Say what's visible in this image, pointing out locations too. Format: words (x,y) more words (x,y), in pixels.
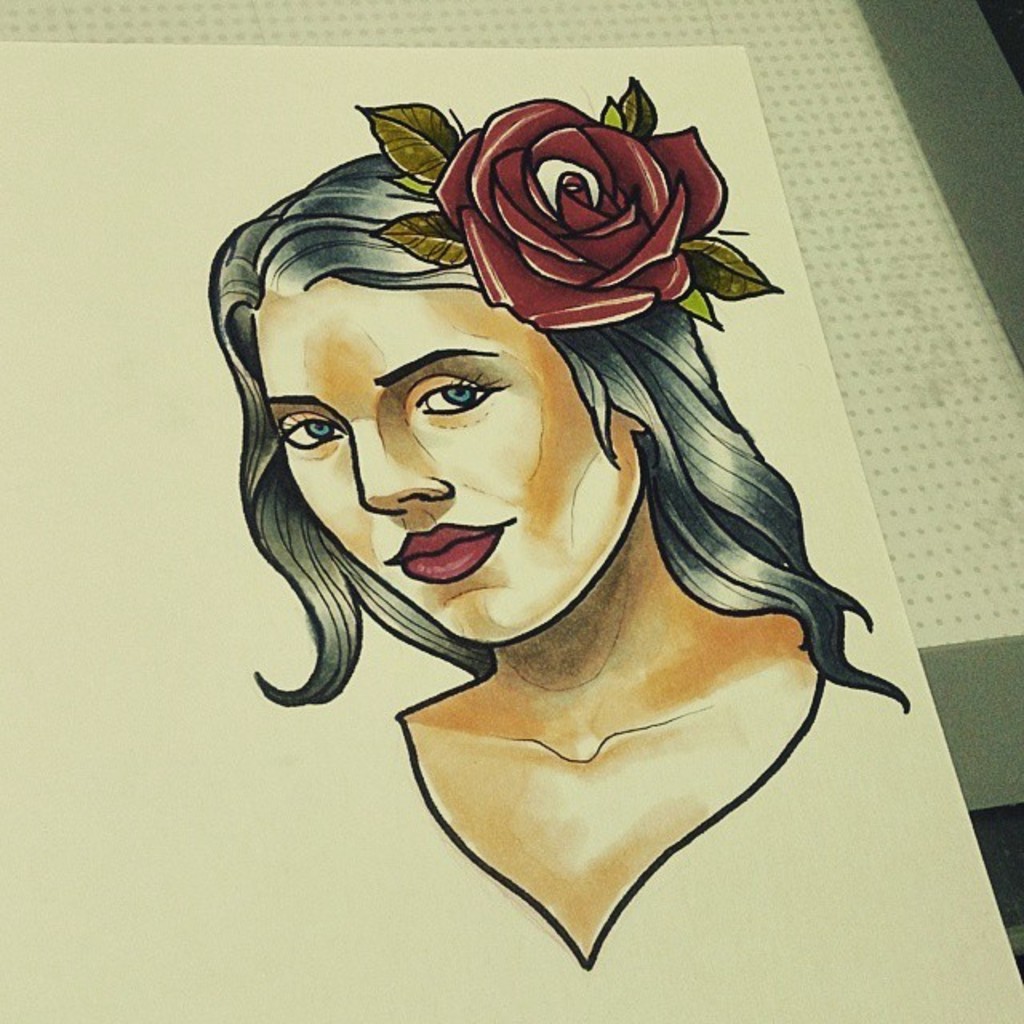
In this image there is a drawing (430,567) of the person (398,544) on a white sheet (154,567), the sheet (246,616) is placed on the surface (964,354).
